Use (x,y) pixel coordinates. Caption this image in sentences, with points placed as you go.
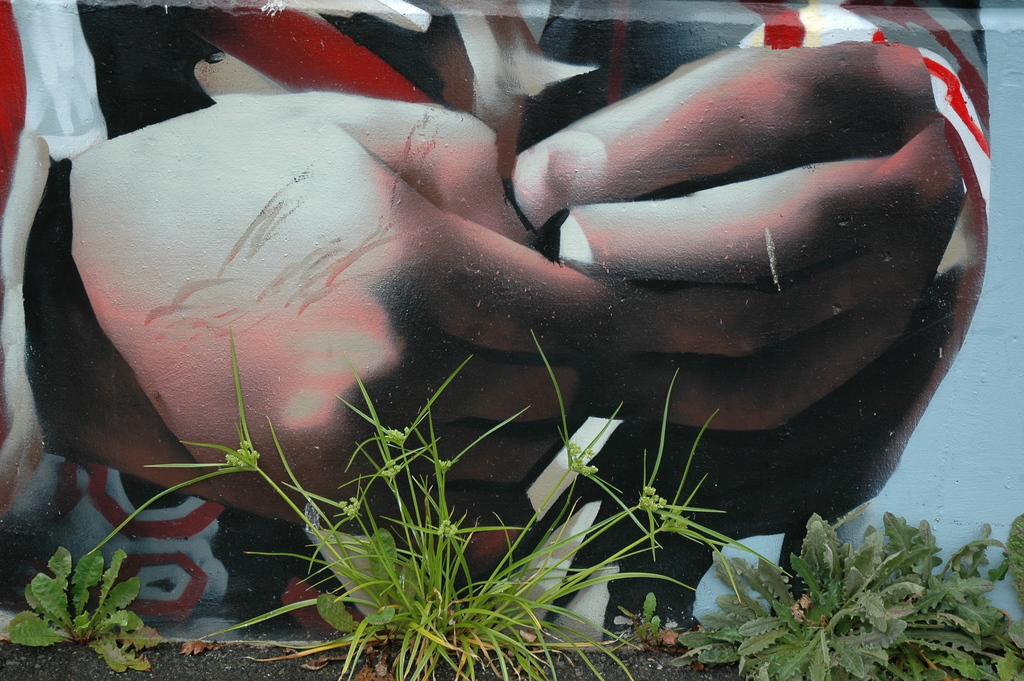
There are some plants (505,611) at the bottom of this image (347,572), and there is a painting (320,292) on a wall (319,335) in the background (504,391).
